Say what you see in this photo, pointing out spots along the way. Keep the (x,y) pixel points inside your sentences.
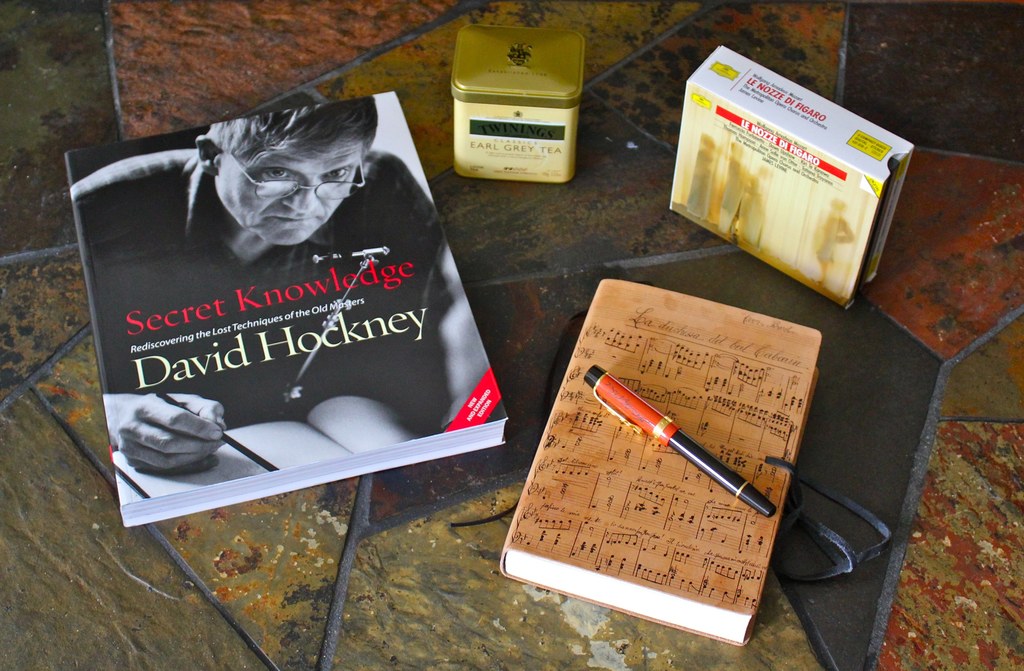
In this image, we can see books (312,237), container (573,132) and box (778,180) on the floor (990,478). Here there is a pen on the book (778,486). Here we can see a person (386,349) on the book (377,369).
